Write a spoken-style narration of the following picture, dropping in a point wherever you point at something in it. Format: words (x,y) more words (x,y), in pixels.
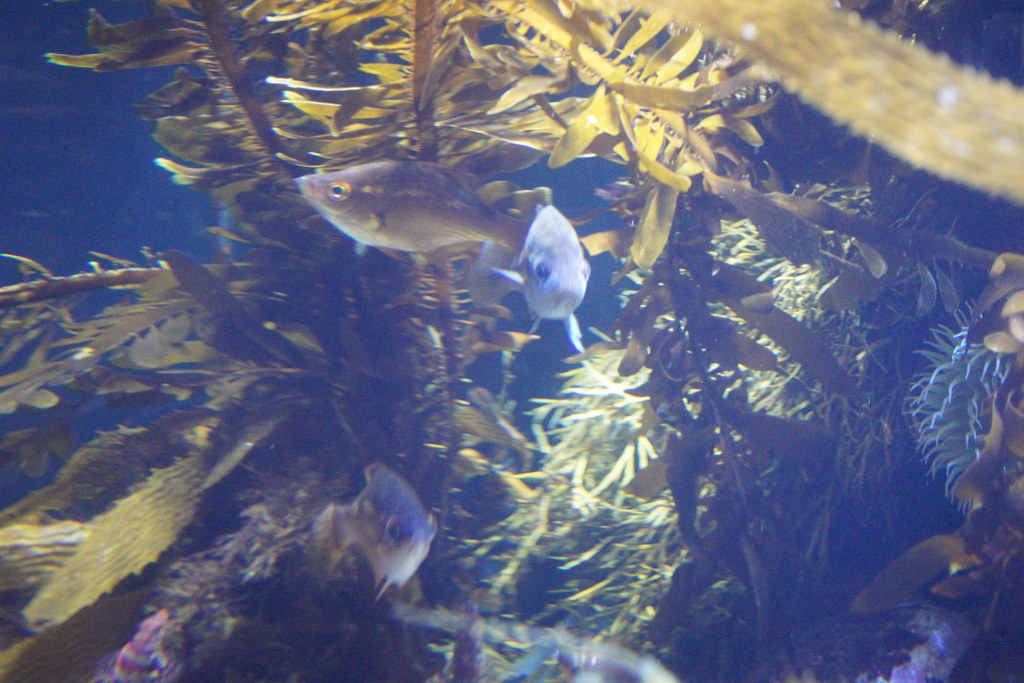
In this image there are few fishes (377,196) in water (809,579). Behind the fishes (323,538) there are few plants (507,180).
